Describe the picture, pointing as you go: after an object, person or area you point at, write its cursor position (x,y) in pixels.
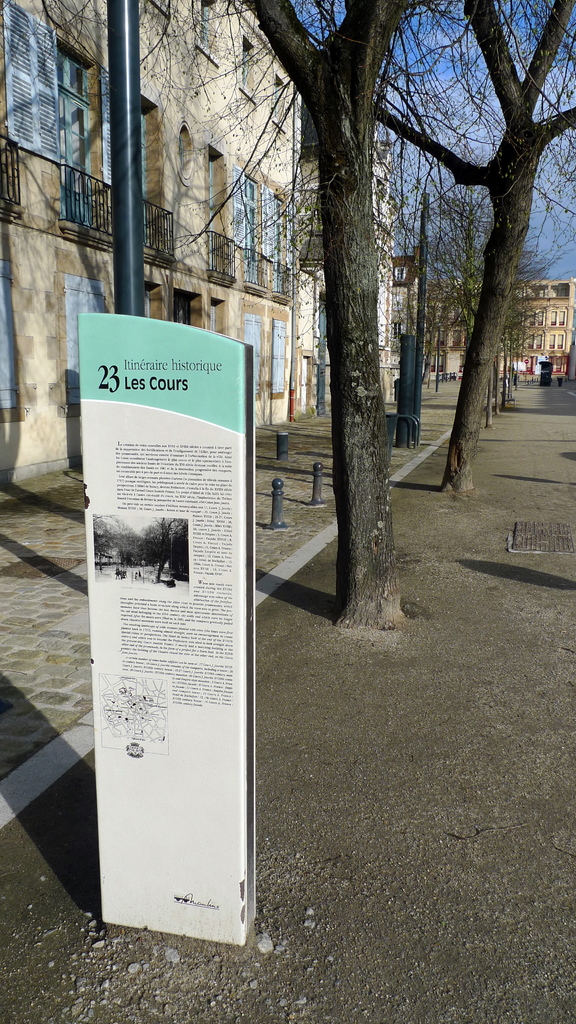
In this image there are buildings (173,310), in front of the building (267,356) there are trees (360,448) and a few rods (319,486) on the pavement (309,495), there is a banner (181,614) on the road (259,918).
